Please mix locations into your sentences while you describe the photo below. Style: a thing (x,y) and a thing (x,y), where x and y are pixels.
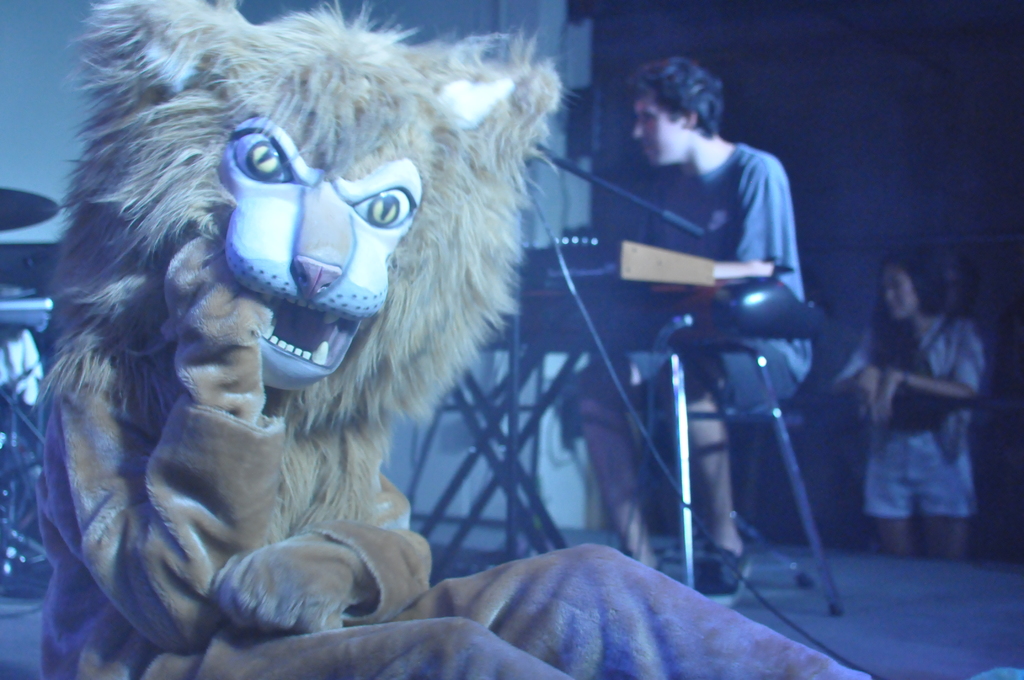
In front of the image there is a person (312,400) wearing a costume (248,288). Behind him there is a person (692,204) sitting on the chair (687,459). In front of him there are some musical instruments (39,214). Behind him there is a person (882,396) standing. In the background of the image (606,56) there is a wall (23,15).
